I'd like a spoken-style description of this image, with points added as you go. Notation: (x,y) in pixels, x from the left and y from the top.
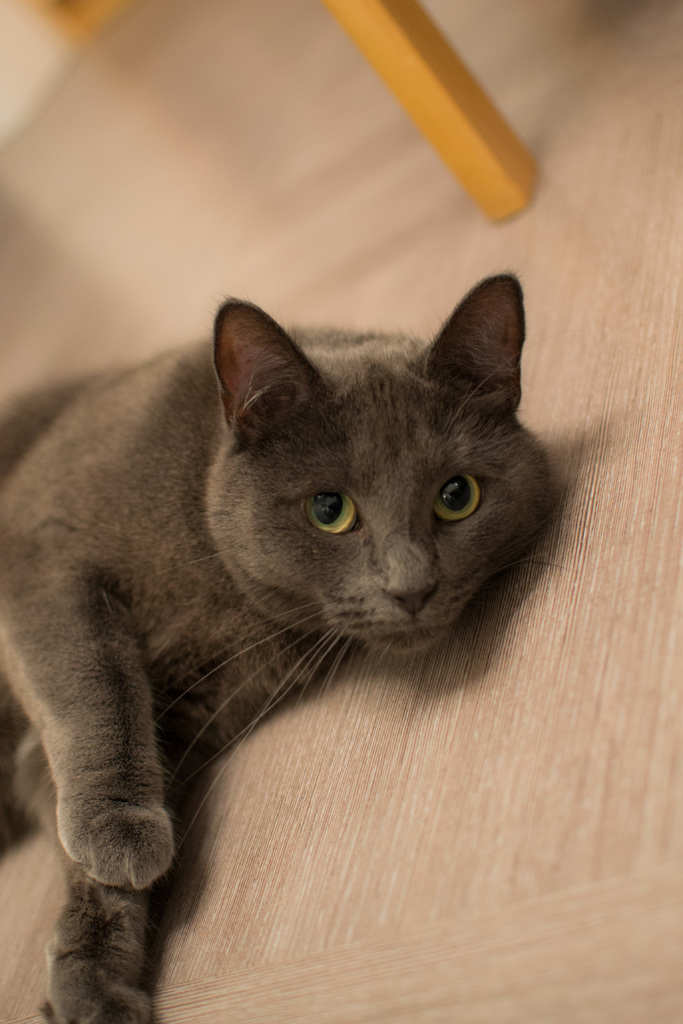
In the image in the center (267,386), we can see one cat (359,595), which is in grey color. In the background (68,133) there is a floor (262,191) and wood (495,205).
